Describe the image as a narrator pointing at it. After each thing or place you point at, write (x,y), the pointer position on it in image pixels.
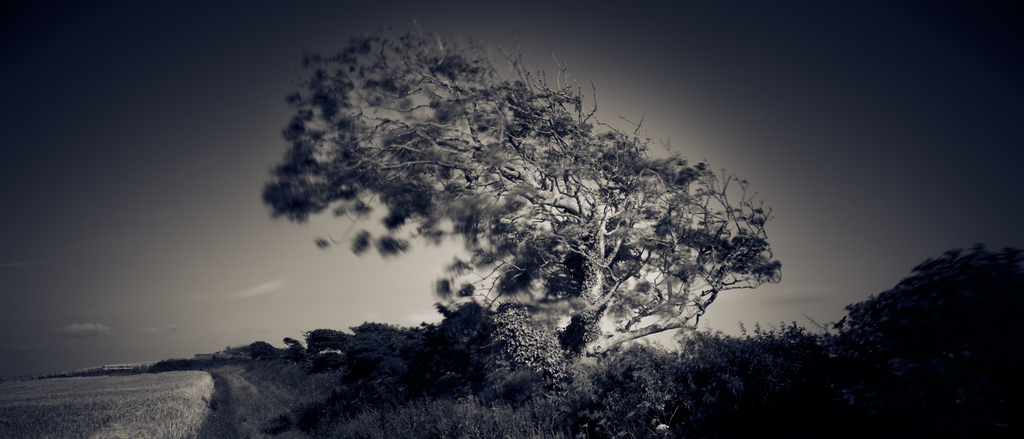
In this picture we can see a big tree (541,227). At the bottom (660,370) we can see grass (285,377) and plants (802,406). On the left (80,427) there is a farmland (52,417). At the top (217,90) we can see sky (194,165) and clouds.
